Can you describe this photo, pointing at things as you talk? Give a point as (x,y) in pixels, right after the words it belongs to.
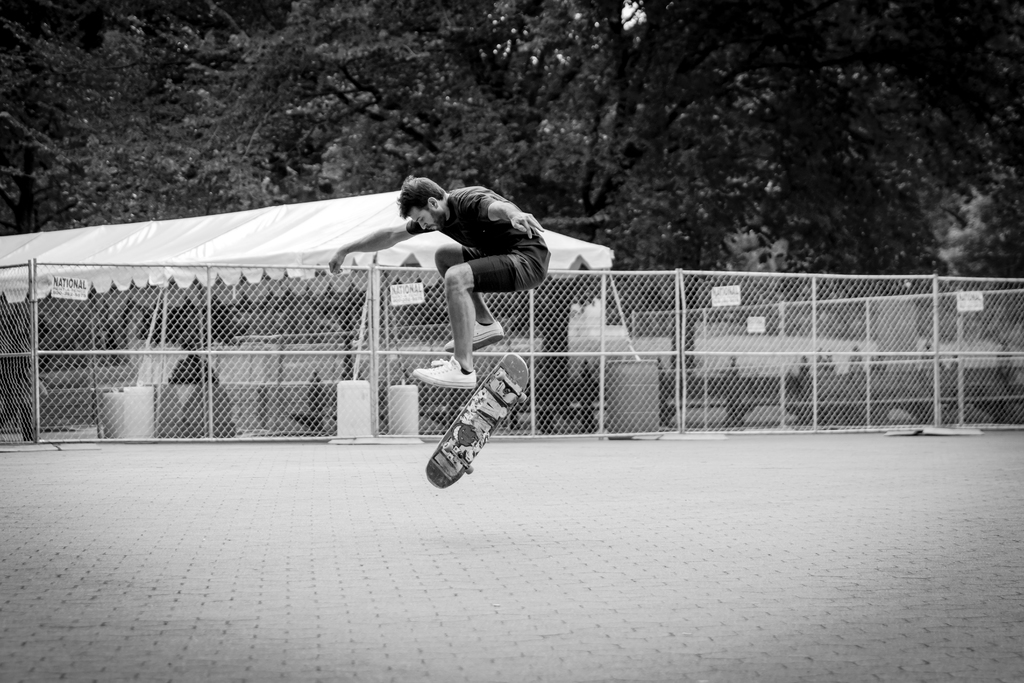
In this picture I can observe a person (474,267) in the air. I can observe a skateboard (467,450) in the middle of the picture (463,416). There is a fence (400,327) and a tent (306,247) in the background (430,270). I can observe some trees (485,127). This is a black and white image.
